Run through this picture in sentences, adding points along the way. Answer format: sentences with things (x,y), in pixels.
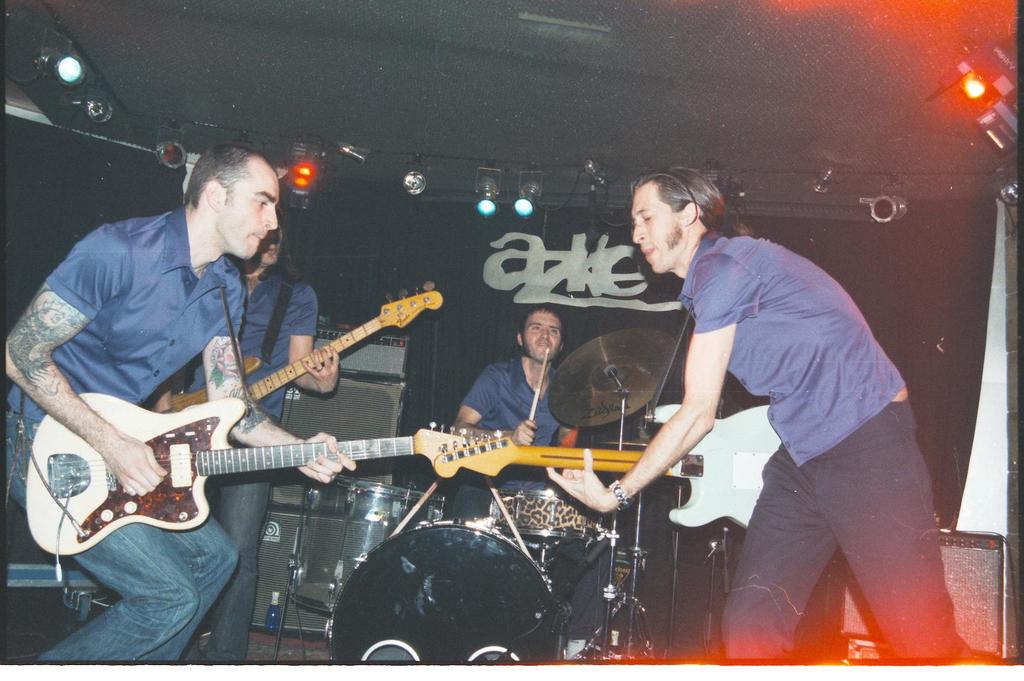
In the picture we can see four people (634,215), two people (128,656) are holding a guitar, just behind them one person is holding a guitar (406,305) and one is playing the drums (507,571). In the background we can find the lights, music boxes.
